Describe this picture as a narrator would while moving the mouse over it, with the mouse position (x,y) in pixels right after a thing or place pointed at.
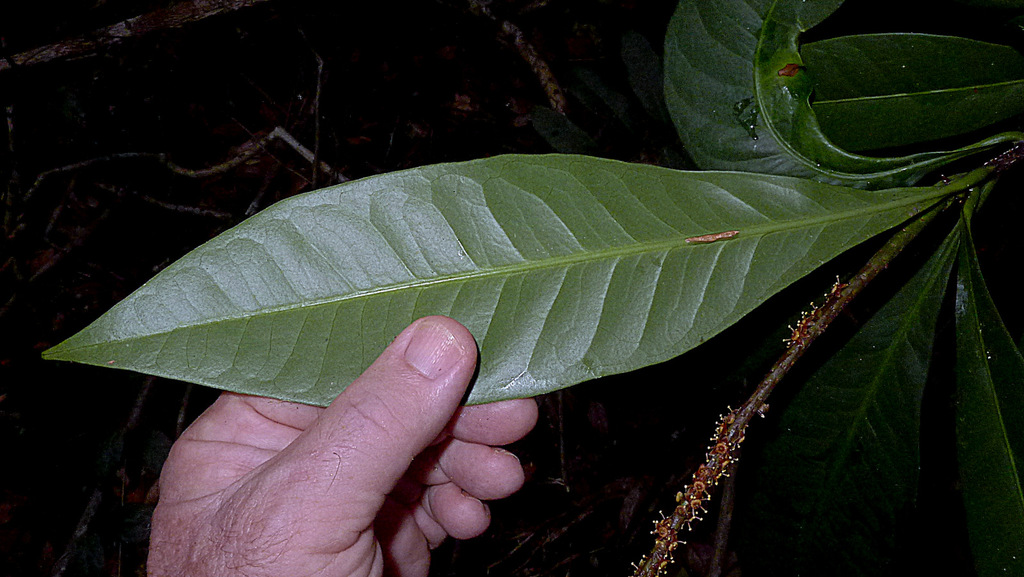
In this image we can see the hand (314,408) of a person (426,409) holding the leaf (543,274).
